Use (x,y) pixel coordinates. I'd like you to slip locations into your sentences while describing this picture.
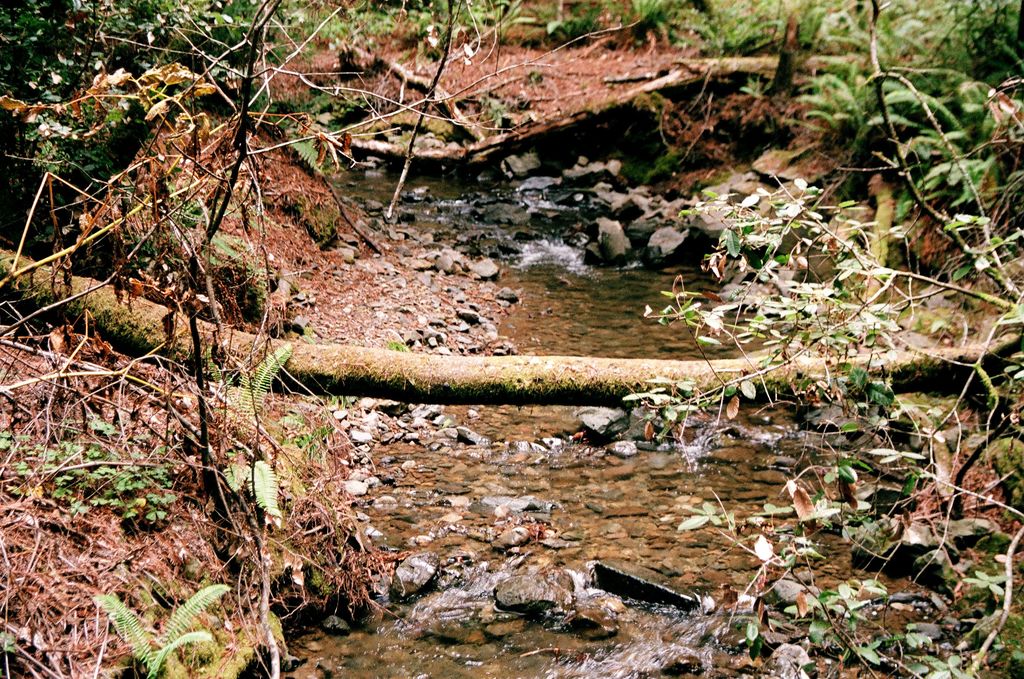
In this image we can see water (601,341), rocks (662,202), tree trunk (569,387), plants (136,220) and other objects (240,213). On the left (123,117) and right side of the image (907,271) there are plants (959,265) and other objects (142,239). At the top of the image (678,112) there is a tree trunk (768,70), plants (230,75) and ground (351,52).
